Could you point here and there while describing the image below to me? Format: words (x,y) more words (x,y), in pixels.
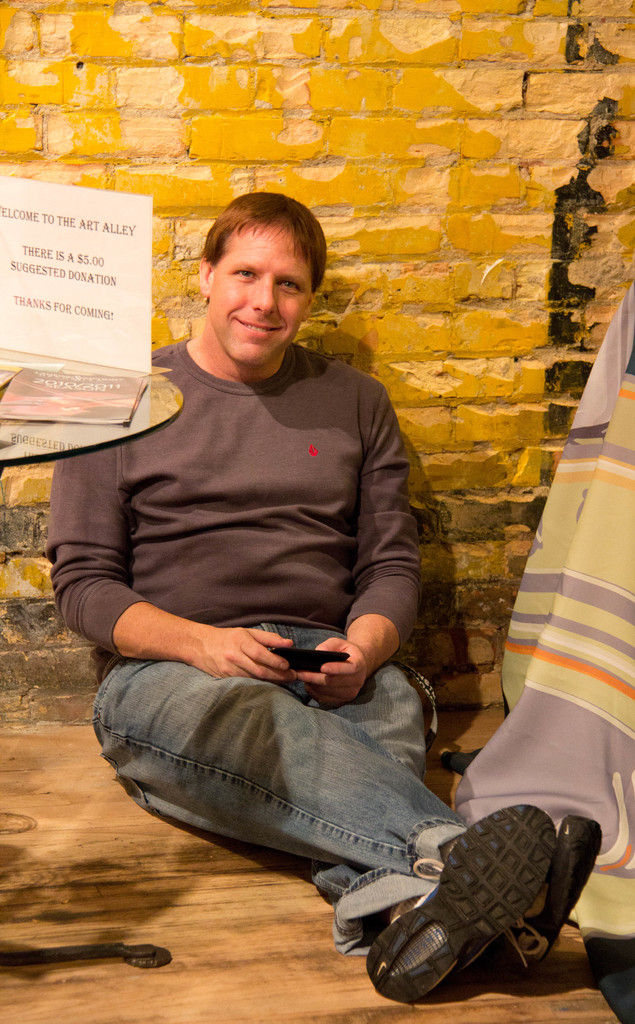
In this image in the center (227,494) there is one man (273,528) who is holding a phone (291,664), and at the bottom (65,746) there is walkway (53,944) and on the right side of the image (577,597) there is a blanket (550,566). And on the left side of the image (91,361) there is a table (53,427), book (52,392) and board (136,233). In the background (301,88) there is wall (275,179).
